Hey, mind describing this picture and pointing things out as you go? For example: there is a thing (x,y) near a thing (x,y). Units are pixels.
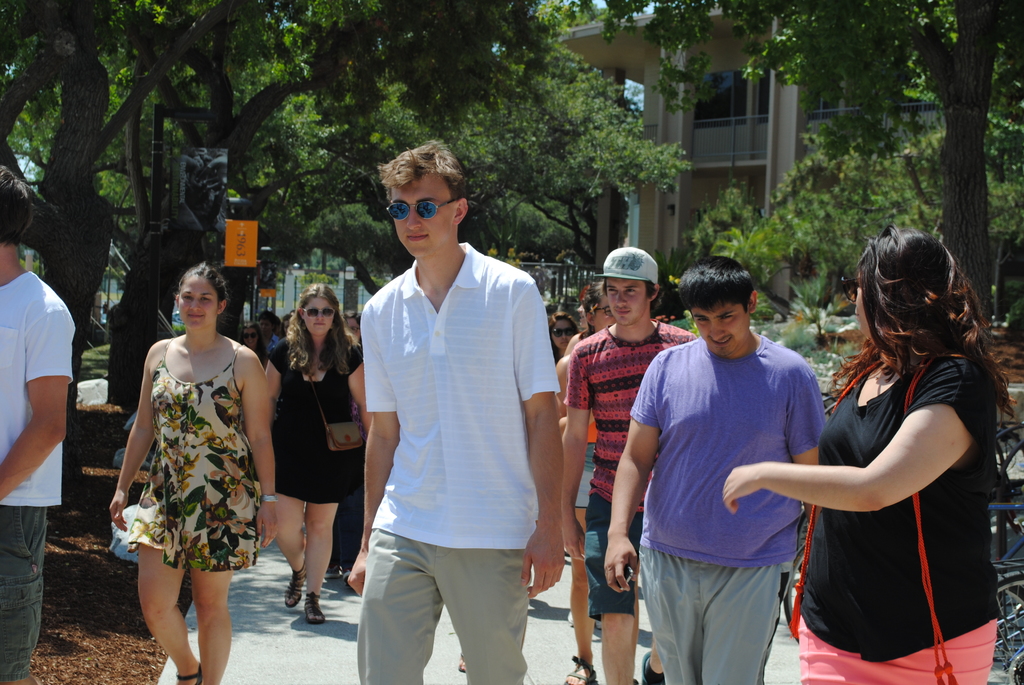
In this image on the path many people (233,404) are walking. In the background (349,103) there are trees (573,170), buildings (726,126).
